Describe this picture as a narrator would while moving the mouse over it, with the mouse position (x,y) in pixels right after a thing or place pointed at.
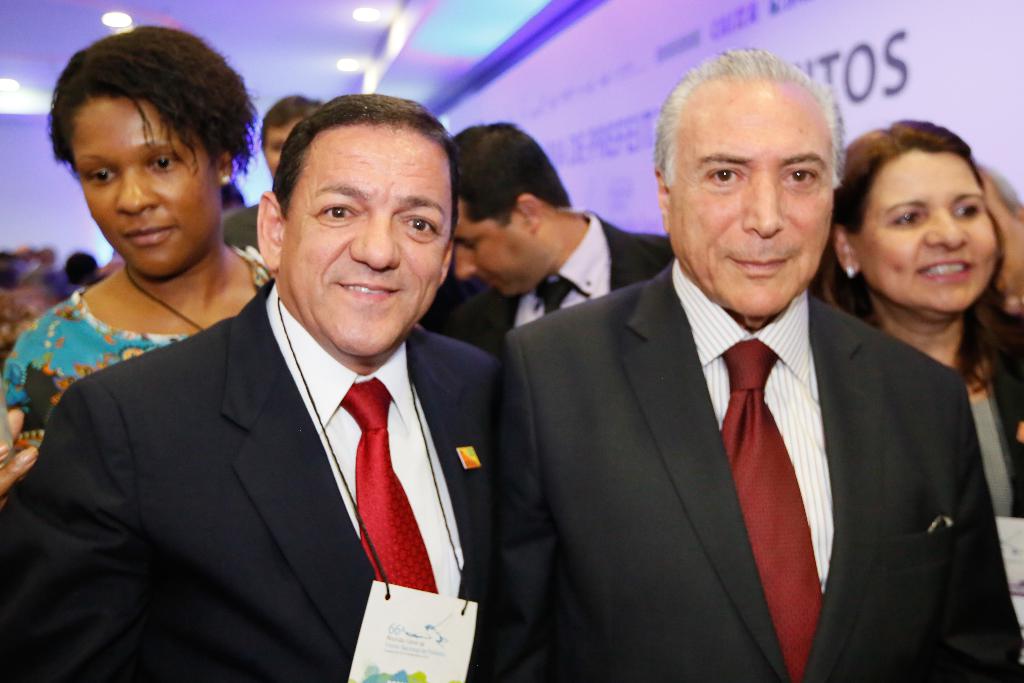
In this image we can see a group of people (385,223). Behind the persons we have banner (617,72) with text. At the top (304,37) we can see a roof (296,57) with lights (367,16).
